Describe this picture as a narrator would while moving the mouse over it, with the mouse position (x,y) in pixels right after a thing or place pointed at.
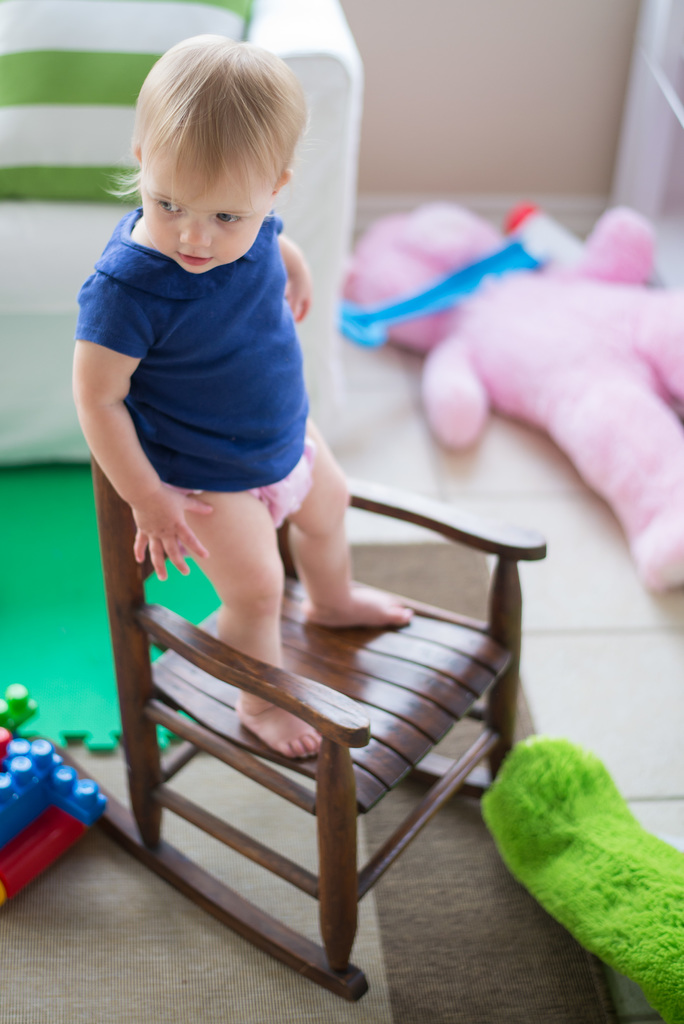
I can see a child (266,416) is standing on a chair (300,660) and wearing a blue color top (224,367). I can also see there is a doll (564,333) and other objects (622,831) on the floor (547,664).
